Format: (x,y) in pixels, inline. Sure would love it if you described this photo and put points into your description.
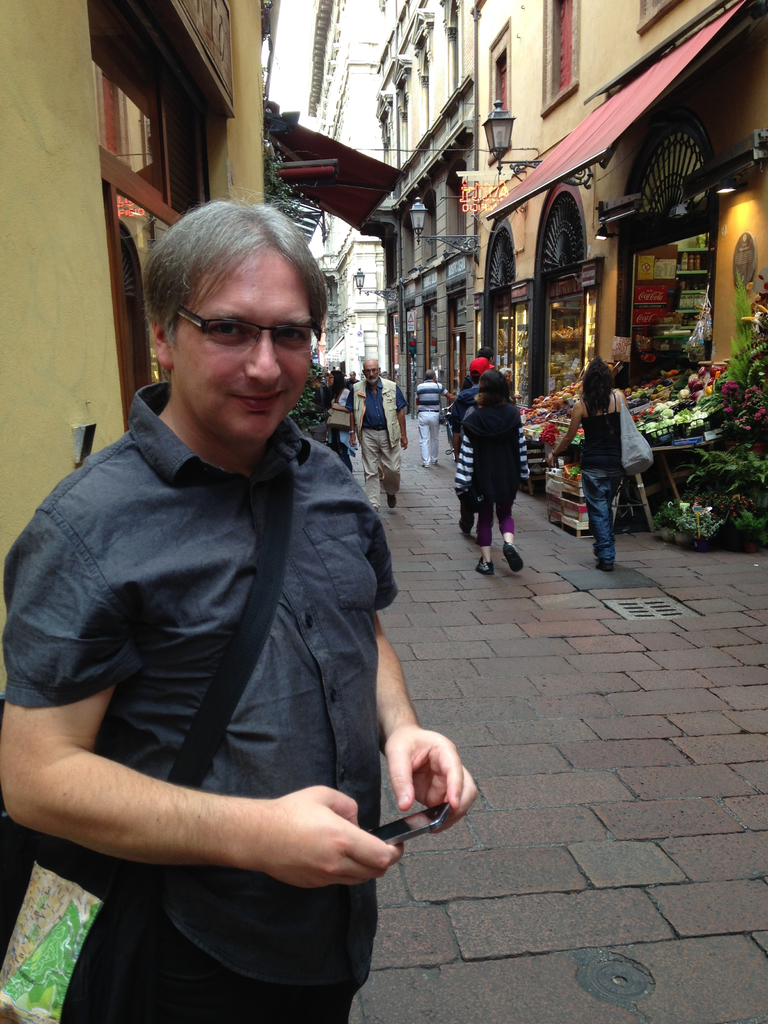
In this image we can see buildings (357,261), persons (464,444) standing on the roadside (443,649), vegetable stall (624,390), street light (503,119) and grills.
